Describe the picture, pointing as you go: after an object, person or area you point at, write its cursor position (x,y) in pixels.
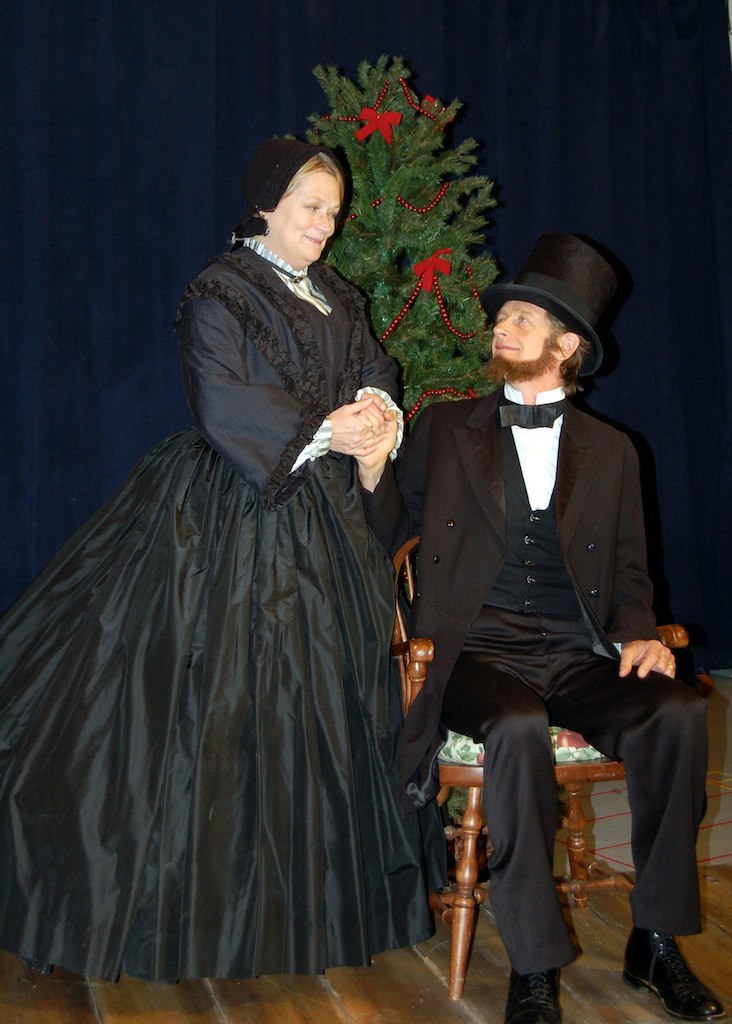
In this image we can see a woman (199,649) is standing and a man (529,1016) is sitting on the chair (453,976) and they are holding their hands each other. In the background (386,174) there is a plant (456,284) with decorative items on it and a cloth (589,55).
